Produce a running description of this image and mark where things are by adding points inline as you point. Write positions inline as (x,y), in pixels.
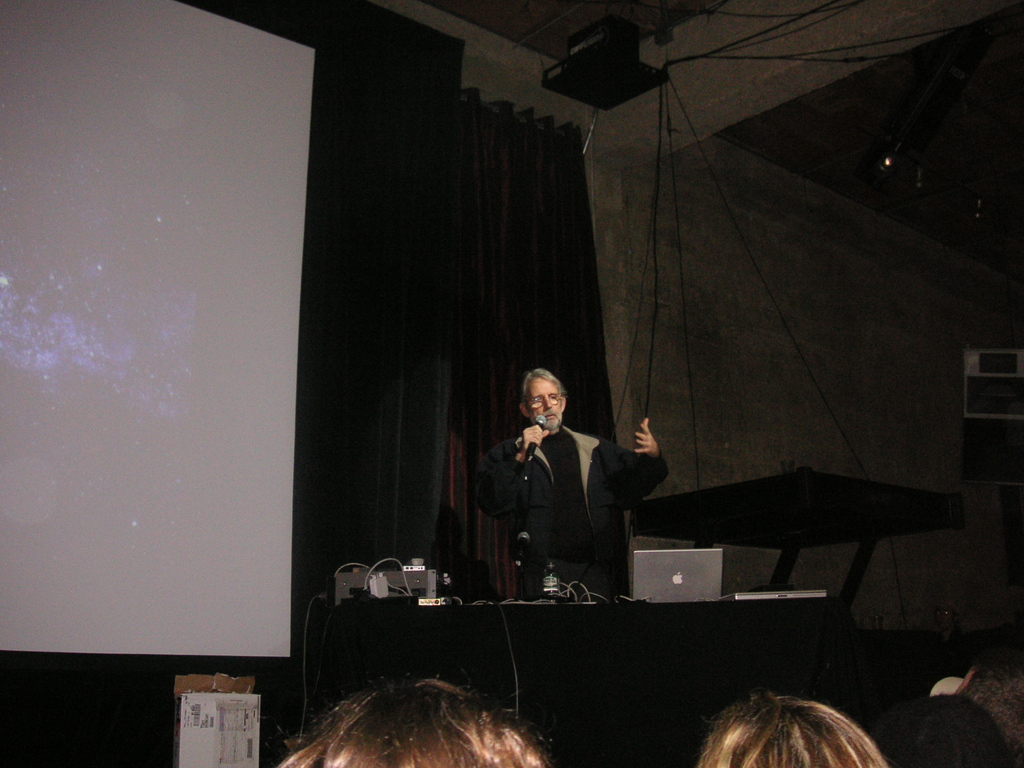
In this picture there is a man (531,544) who is wearing spectacle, jacket (594,464), t-shirt (571,482) and holding a mic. Besides him there is a table (580,633). On the table (786,668) I can see the laptop (669,580), cables (591,595), water bottle (549,587), printing machine (415,574) and other objects (424,603). On the left (140,263) there is a projector screen (166,405). Beside that I can see the black cloth (421,300). At the bottom (435,749) I can see the people's head (487,725). In the top right corner (895,56) I can see some wires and cables (741,228) which were placed on the roof (681,77) of the building (695,75).
